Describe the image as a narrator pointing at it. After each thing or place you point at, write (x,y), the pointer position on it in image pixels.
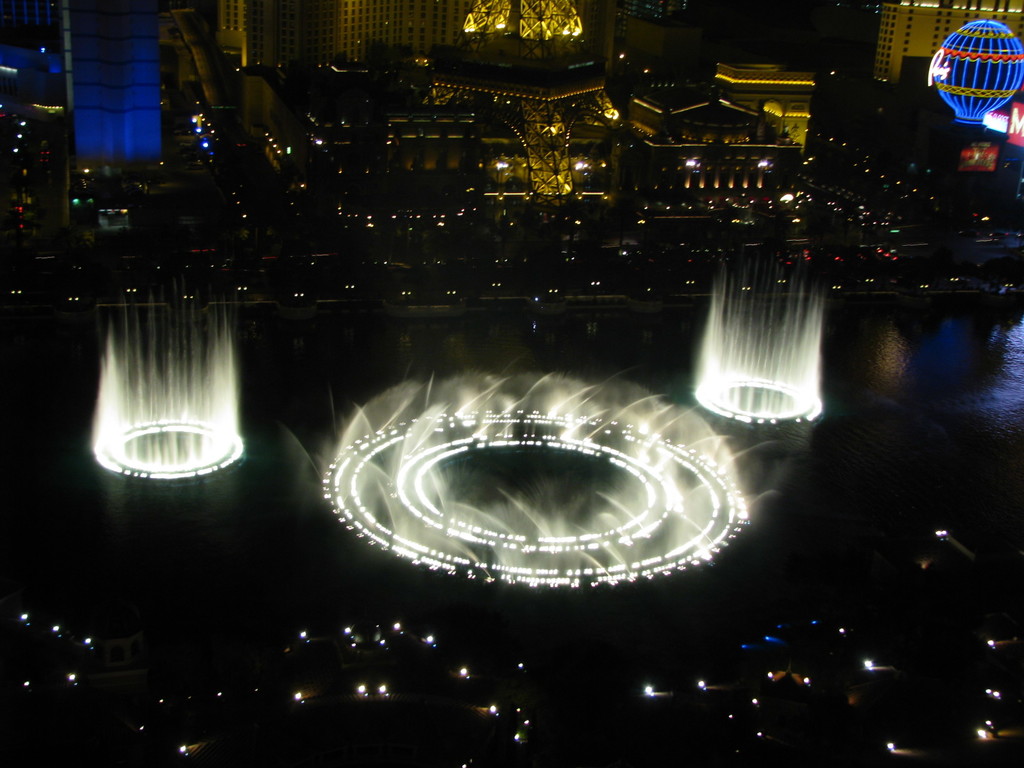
In this picture I can see buildings (598,44) and I can see water (720,378) and I can see lights (495,286) and the picture is taken in the dark.
